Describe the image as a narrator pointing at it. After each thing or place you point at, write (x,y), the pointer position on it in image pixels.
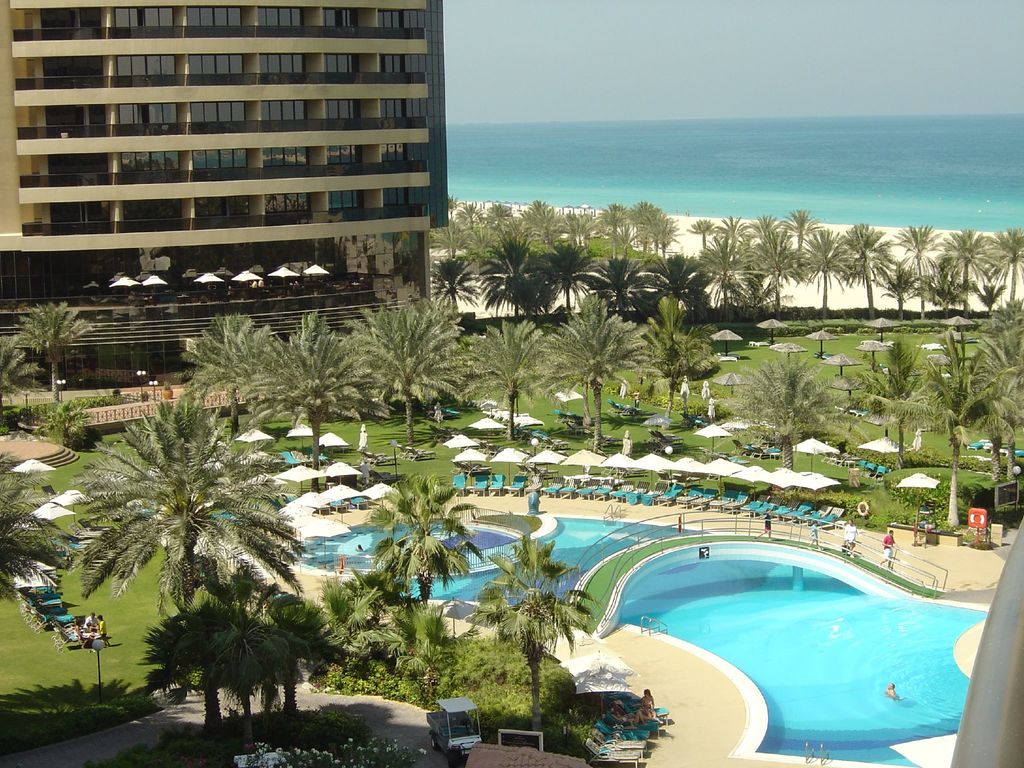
In the foreground of the picture (472,364) there are palm trees (428,675), trees (418,617), grass (450,461), plants (774,493), beach chairs (830,515), people (891,530), swimming pool (821,597), thatched huts (773,320), light (155,385), flowers (261,753) and other objects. On the left (307,202) there is a building (226,139). In the background (717,168) there is a water body (791,143).
